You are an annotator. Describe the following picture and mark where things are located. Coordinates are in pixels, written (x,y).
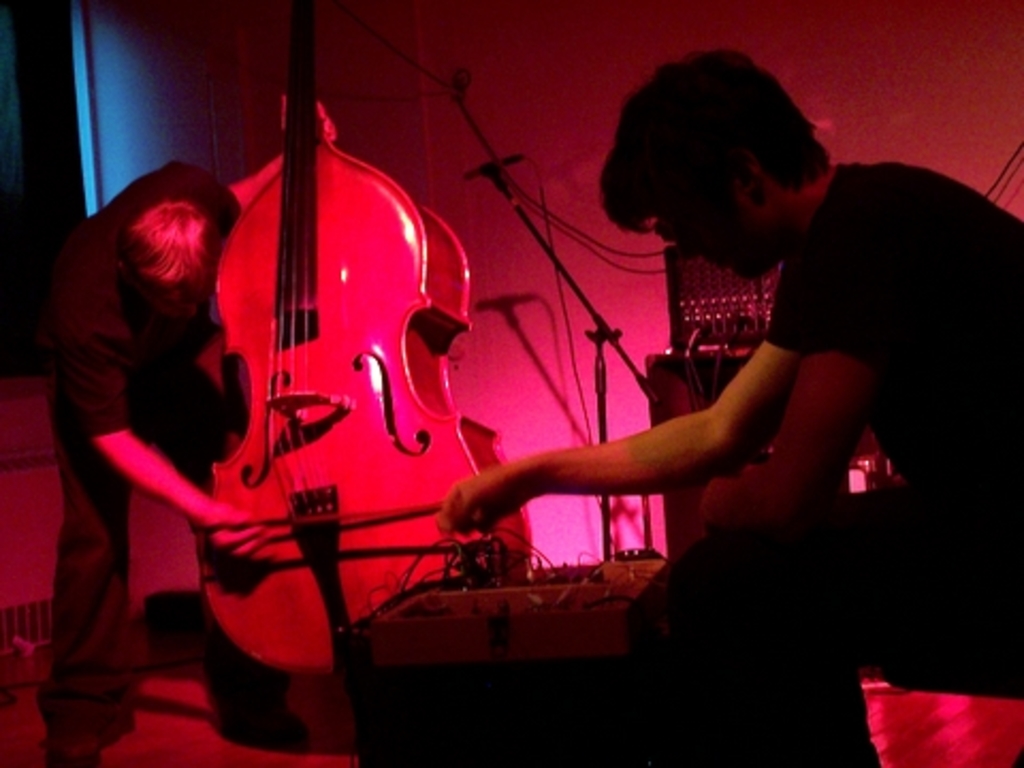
Here on the right (723,232) we can see a person (725,542) sitting and adjusting a musical instrument (587,591) and on the left (200,511) we can see a person (162,251) playing a double bass (308,390) and there is a microphone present in the middle (572,274) and there are other musical instruments (720,305) present.
